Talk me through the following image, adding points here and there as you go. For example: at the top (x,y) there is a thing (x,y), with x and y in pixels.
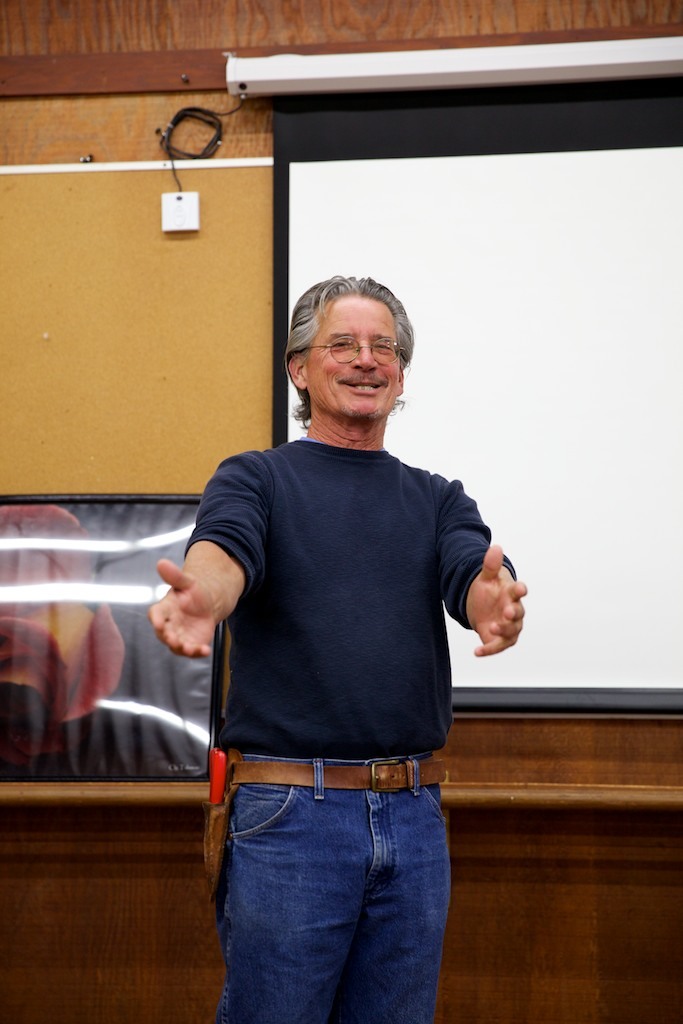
In this picture I can observe a man (334,517) standing on the floor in the middle of the picture (330,436). He is wearing T shirt (302,529) and spectacles (385,360). In the background (407,418) I can observe projector display screen (480,327).
